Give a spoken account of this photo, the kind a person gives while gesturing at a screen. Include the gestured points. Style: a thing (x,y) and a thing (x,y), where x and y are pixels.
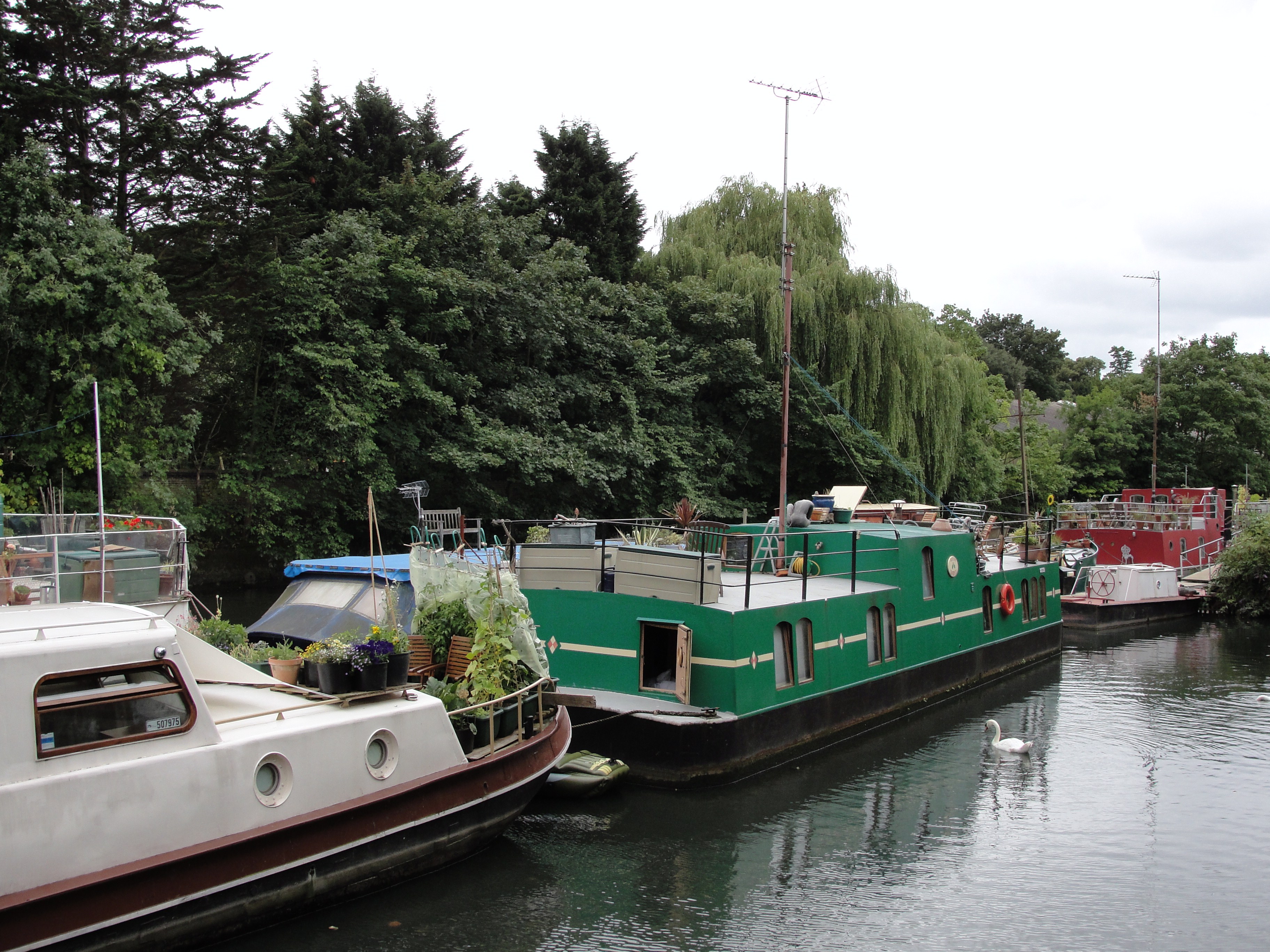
In this image there is a lake (943,794) and we can see boats (859,726) and a swan (1004,753) on the lake (855,773). In the background (514,403) there are trees (834,304), poles (369,520) and sky (897,252).
